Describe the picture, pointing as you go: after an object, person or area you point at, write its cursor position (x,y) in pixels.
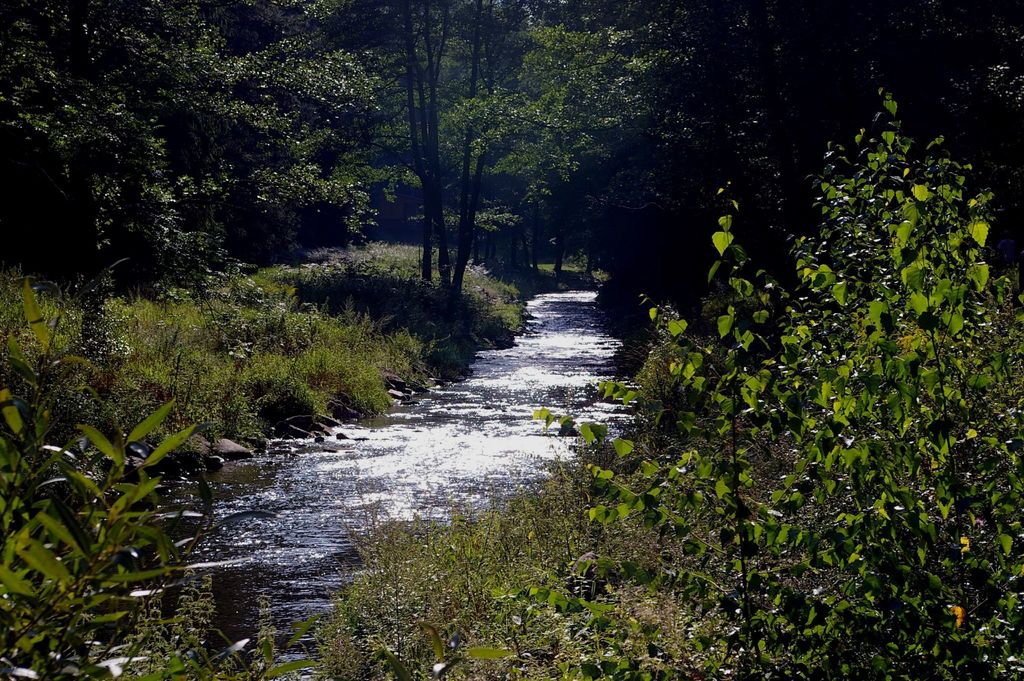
In this picture we can see water (313,520) in the middle (473,412), at the bottom (579,545) there are some plants (127,373), in the background (586,116) we can see trees (312,124).
